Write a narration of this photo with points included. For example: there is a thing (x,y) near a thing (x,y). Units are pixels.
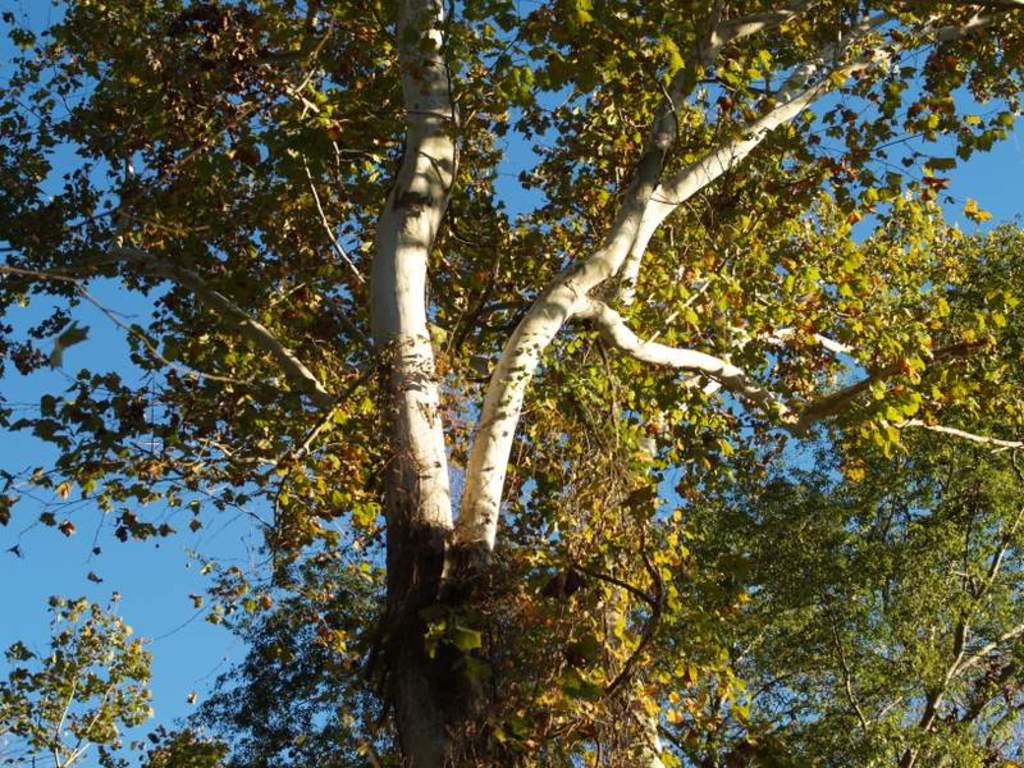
In this picture I can observe trees (539,440). In the background (181,594) there is a sky (134,600).
